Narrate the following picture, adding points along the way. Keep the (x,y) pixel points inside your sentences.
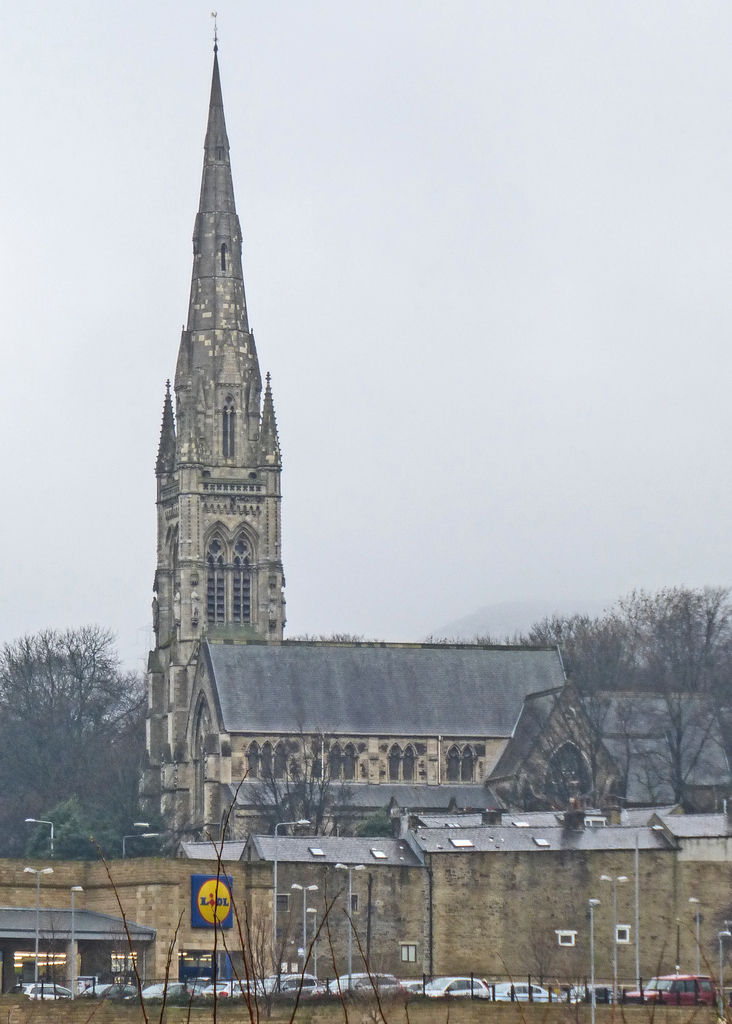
In this image I can see few vehicles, light poles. Background (528,917) I can see few buildings (518,917) in cream and gray color and I can also see few trees (85,725) and the sky (433,171) is in white color.
